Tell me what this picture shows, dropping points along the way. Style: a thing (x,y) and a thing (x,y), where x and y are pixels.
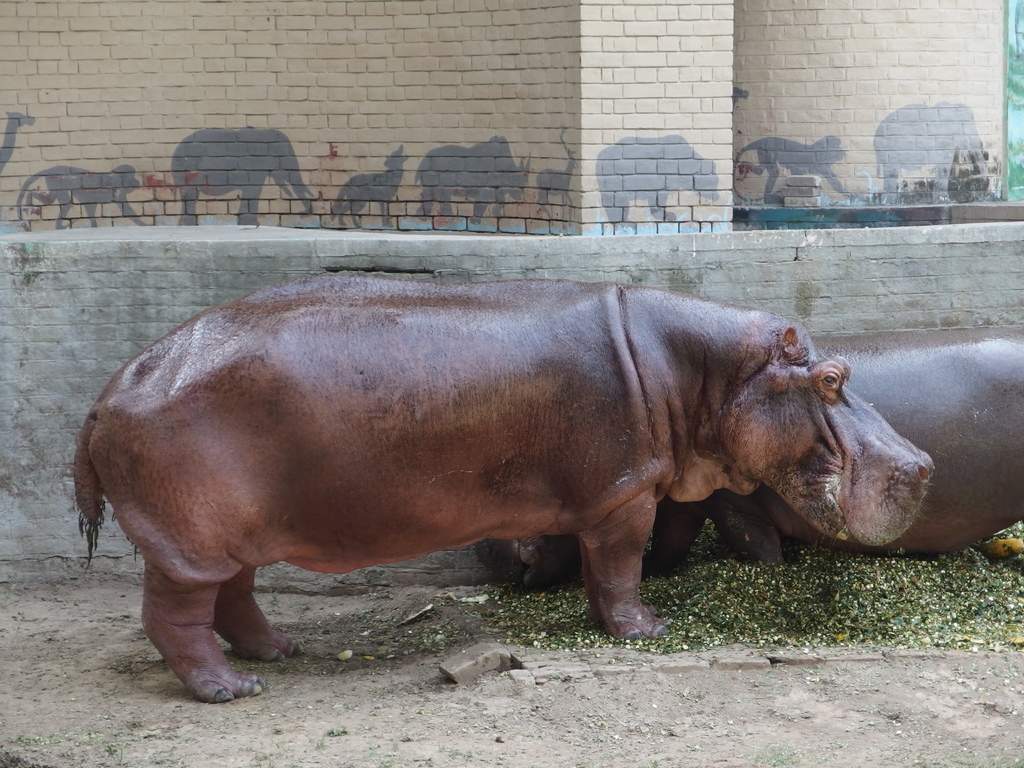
This image consists of hippopotamus (572,529). There are two hippopotamuses (450,497). They are in brown color.
